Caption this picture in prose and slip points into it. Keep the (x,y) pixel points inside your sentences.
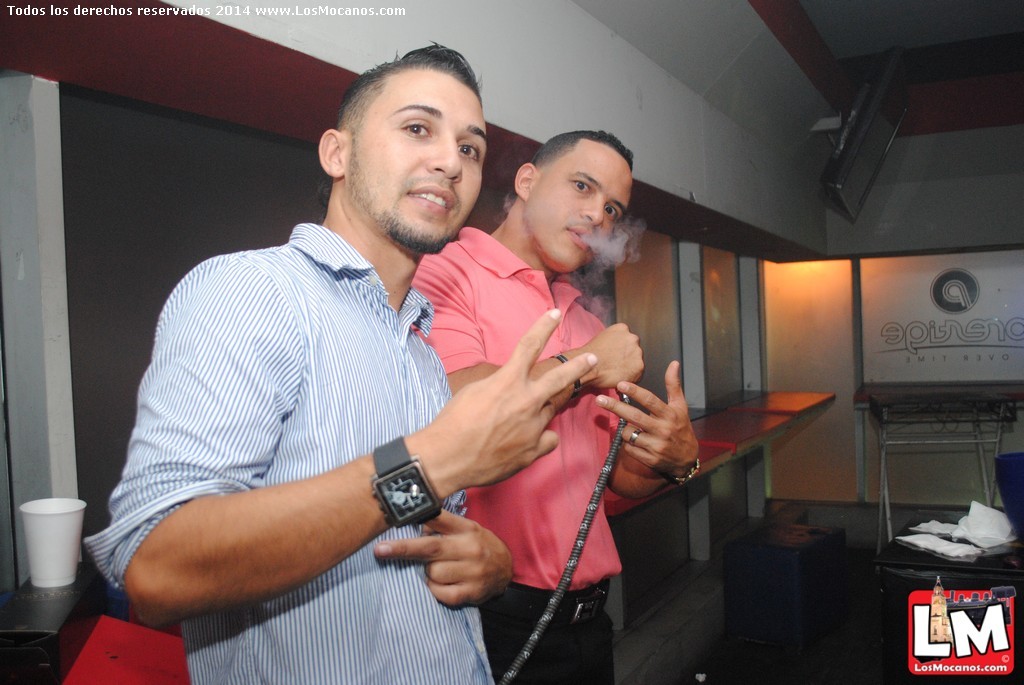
In the center of the image (456,306) we can see two persons (471,418) are standing and they are in different costumes (278,417). Among them, we can see one person (365,392) is smiling and the other person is holding a hookah pipe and he is smoking. At the bottom right side of the image (954,672), there is a logo (977,673). In the background (691,388) there is a wall (745,506), tables (726,415), one glass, one banner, papers (983,518), one monitor (866,199) and a few other objects (784,586). At the top left side of the image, we can see some text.
